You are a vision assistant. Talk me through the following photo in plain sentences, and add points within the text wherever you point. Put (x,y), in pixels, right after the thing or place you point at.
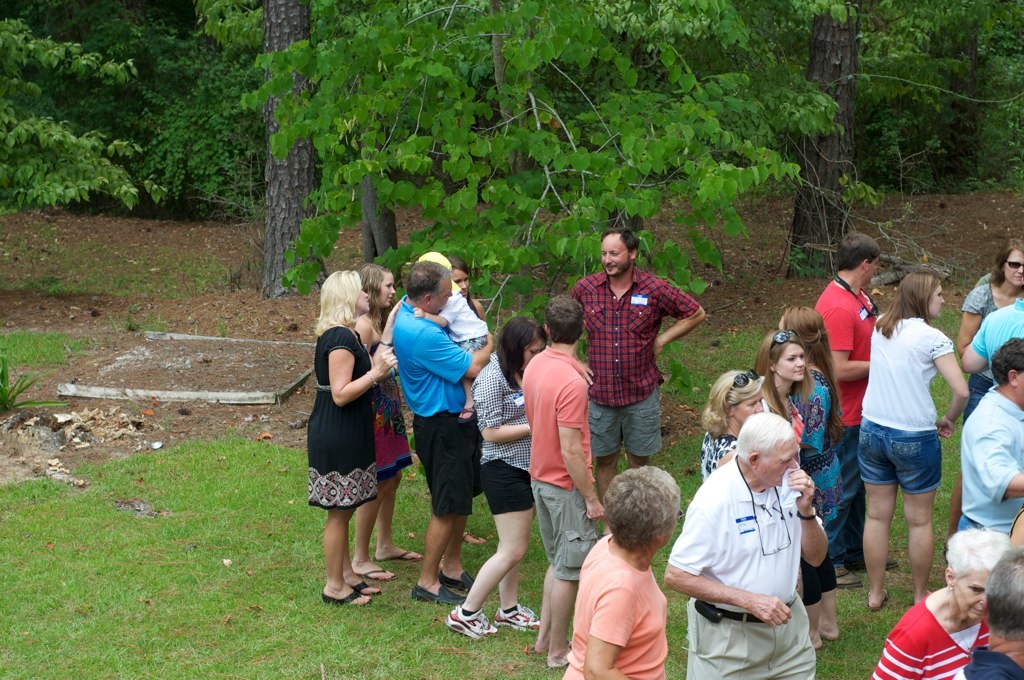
In this picture we can see a group of people (910,432) standing on the grass (412,524), stones (56,448) and in the background (722,59) we can see trees (509,175).
